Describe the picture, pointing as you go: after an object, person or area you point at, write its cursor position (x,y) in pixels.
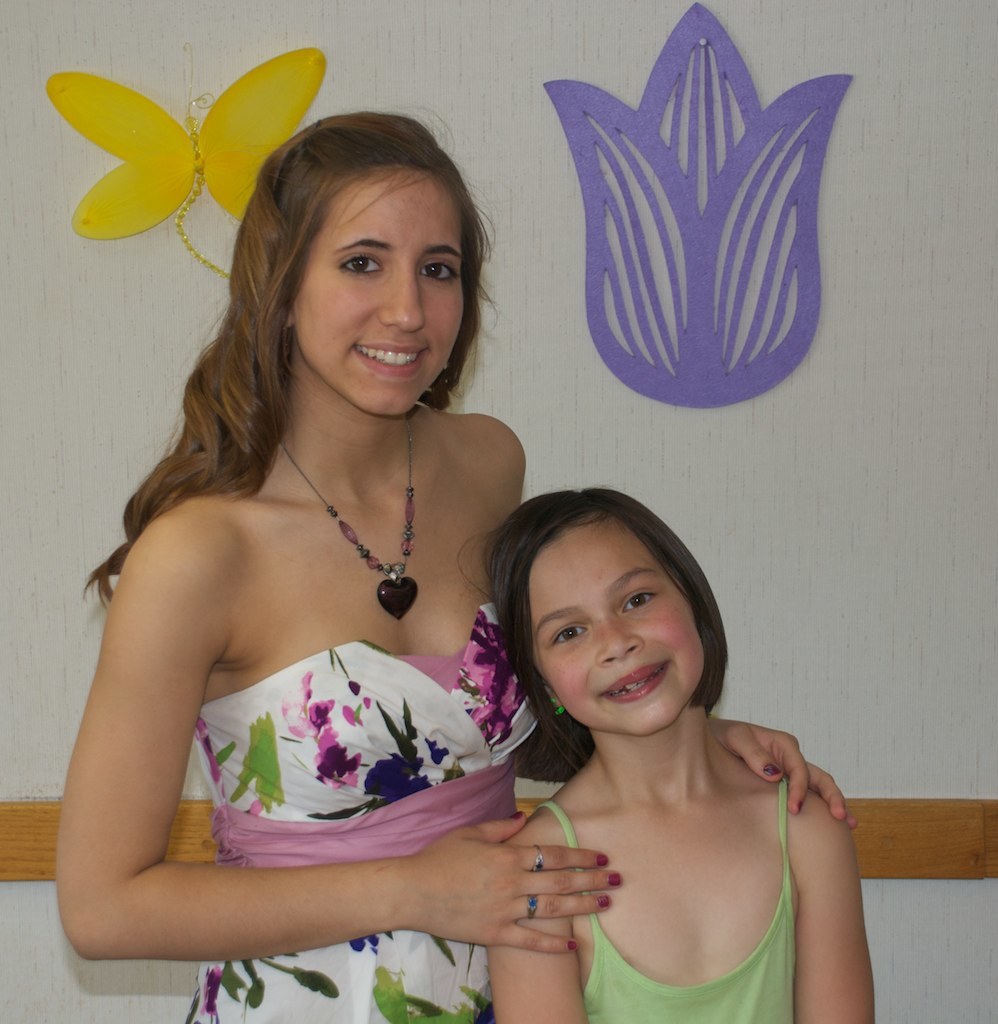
In this picture we can see a woman (403,836) and a kid (651,919) is smiling and standing. Behind the people (439,764) there is a wall (746,466) with some decorative items (703,251) and a wooden object (881,830).
